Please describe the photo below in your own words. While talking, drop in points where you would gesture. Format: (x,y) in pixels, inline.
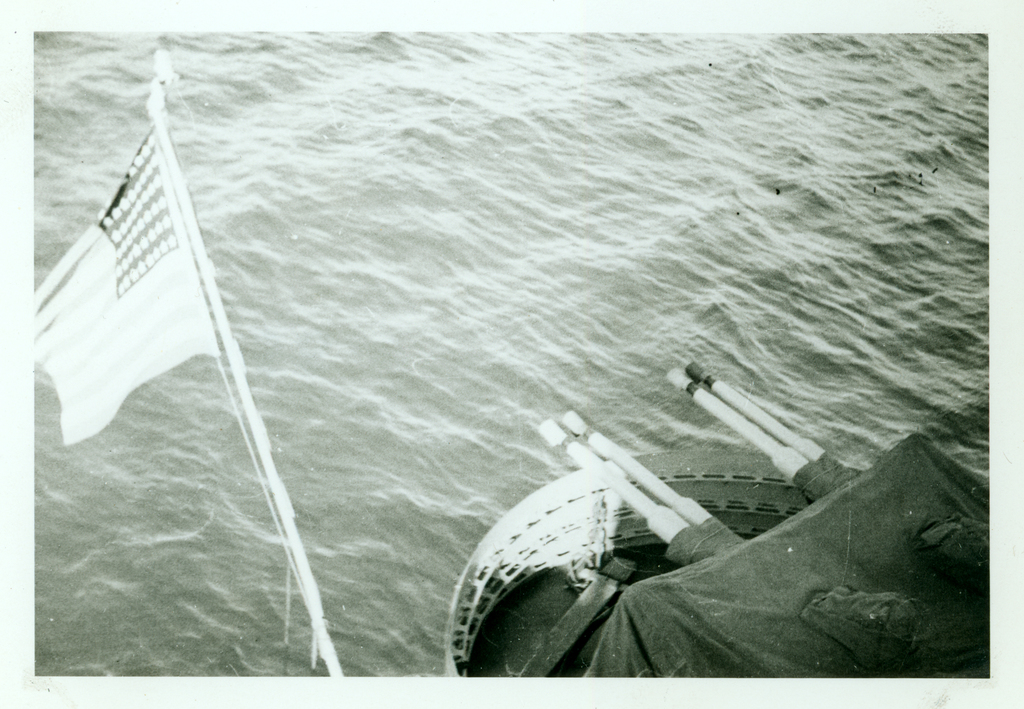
In this picture we can see water (385,305) at the bottom (413,577), at the right bottom (804,540) there is a ship (808,565), we can see a flag (147,304) here, it is a black and white picture.
